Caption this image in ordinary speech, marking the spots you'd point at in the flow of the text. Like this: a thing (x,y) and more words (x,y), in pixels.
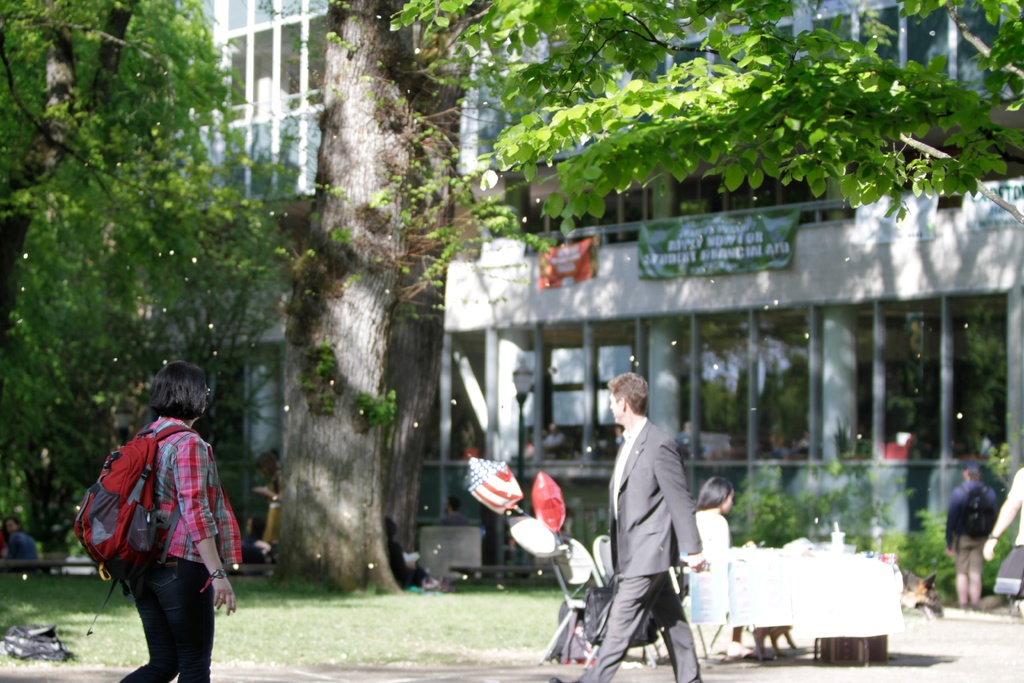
In the picture I can see a woman (177,528) wearing a bag (151,527) on her back (168,476) and there is a person (612,528) wearing suit (612,528) is walking in front of her and there are few other persons (960,501) in the right corner (959,533) and there are trees (467,251) and a building (494,166) in the background (455,96).
